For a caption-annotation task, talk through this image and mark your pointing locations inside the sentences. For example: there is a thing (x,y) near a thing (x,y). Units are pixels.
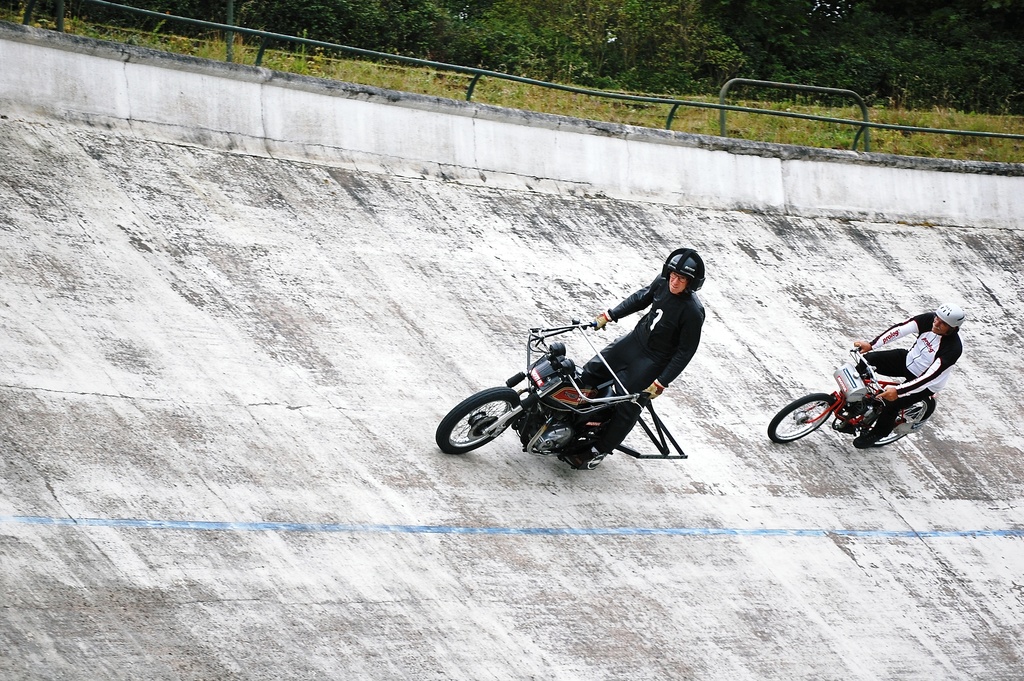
In this picture we can see two people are riding the bike (510,425) on the slope wall (329,419).
